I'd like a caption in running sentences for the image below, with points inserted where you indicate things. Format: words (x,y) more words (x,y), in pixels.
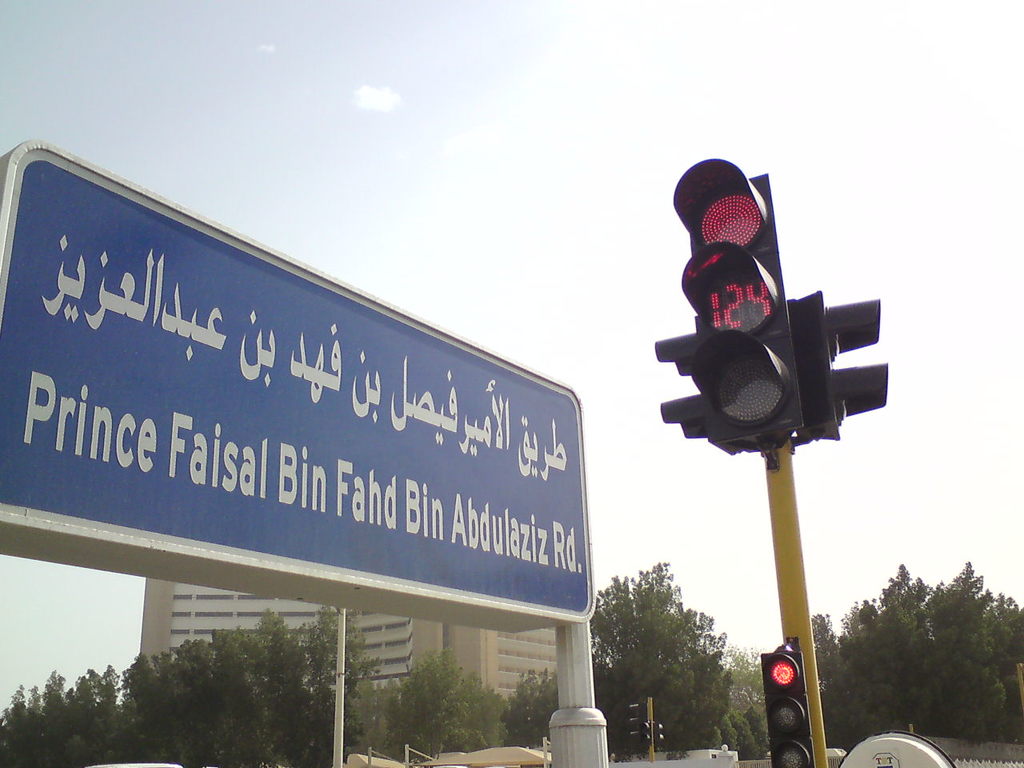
In this image I can see a board (340,424), traffic pole (789,594), fence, trees (729,697), buildings (406,672) and the sky (597,163). This image is taken may be during a day.
